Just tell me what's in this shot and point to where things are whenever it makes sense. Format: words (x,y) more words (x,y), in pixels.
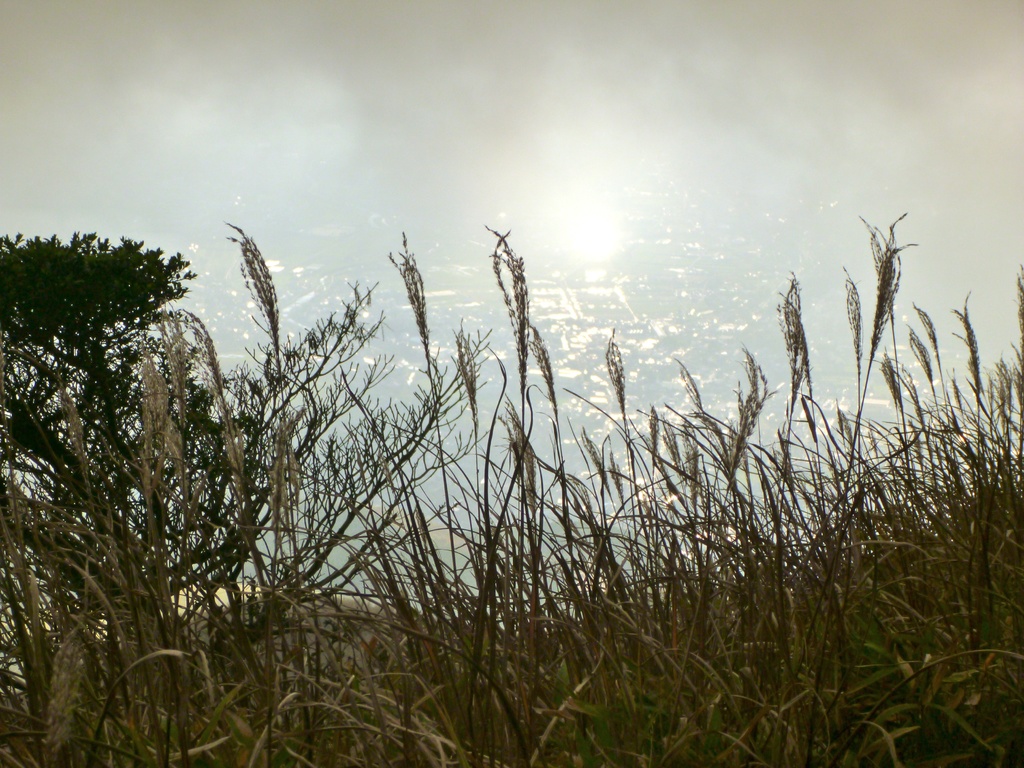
In this image we can see plants (120,441) and water (495,350). Background (342,111) it is blur.
